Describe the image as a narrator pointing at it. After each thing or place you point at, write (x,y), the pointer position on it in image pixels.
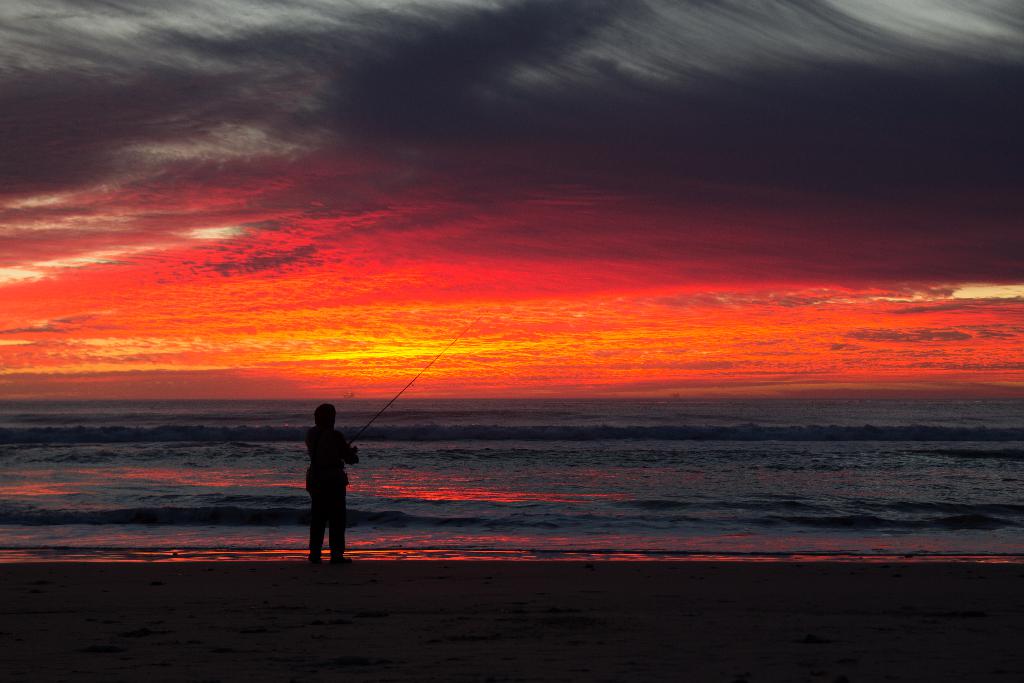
Here we can see a person (311,535) is standing on the ground (344,611) by holding a stick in the hands (356,456) at the water (303,463). In the background (175,217) we can see water (118,543) and clouds (210,209) in the sky (322,252).
